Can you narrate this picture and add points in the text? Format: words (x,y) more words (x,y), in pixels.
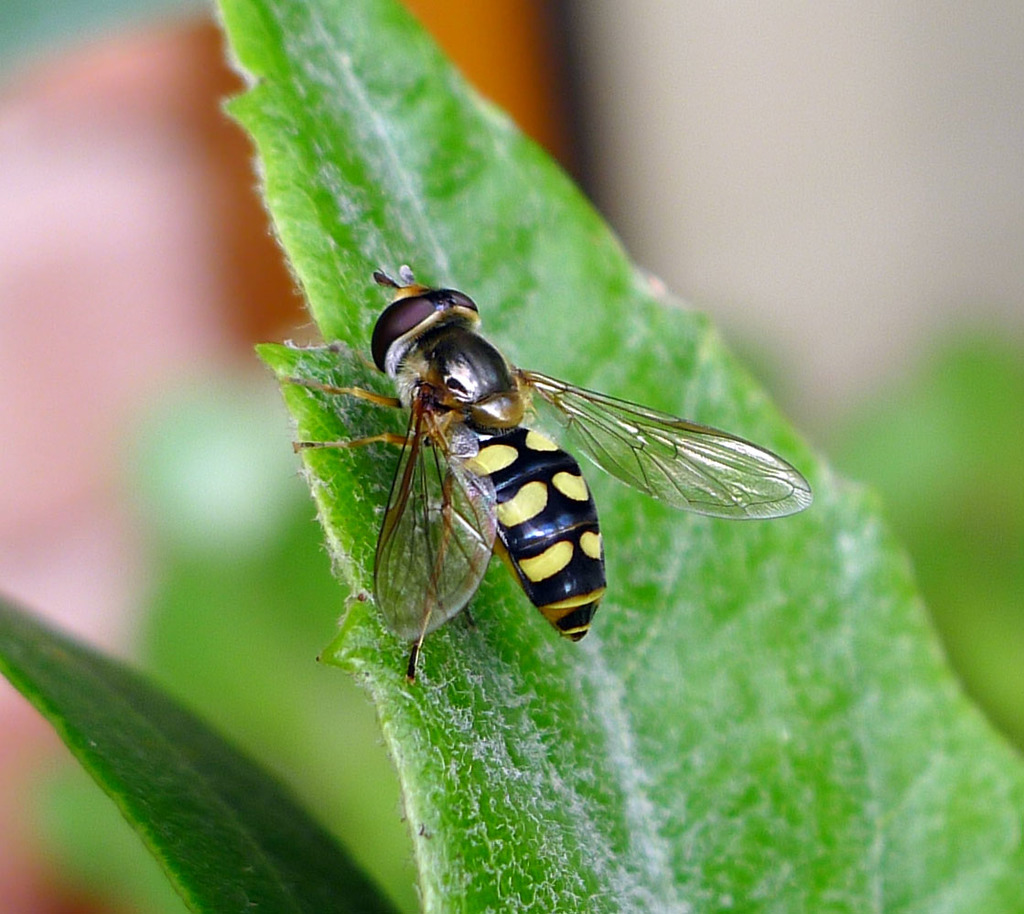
In this image I can see a hoverfly (557,467) on a leaf (345,431). The background (971,563) is blurred.
